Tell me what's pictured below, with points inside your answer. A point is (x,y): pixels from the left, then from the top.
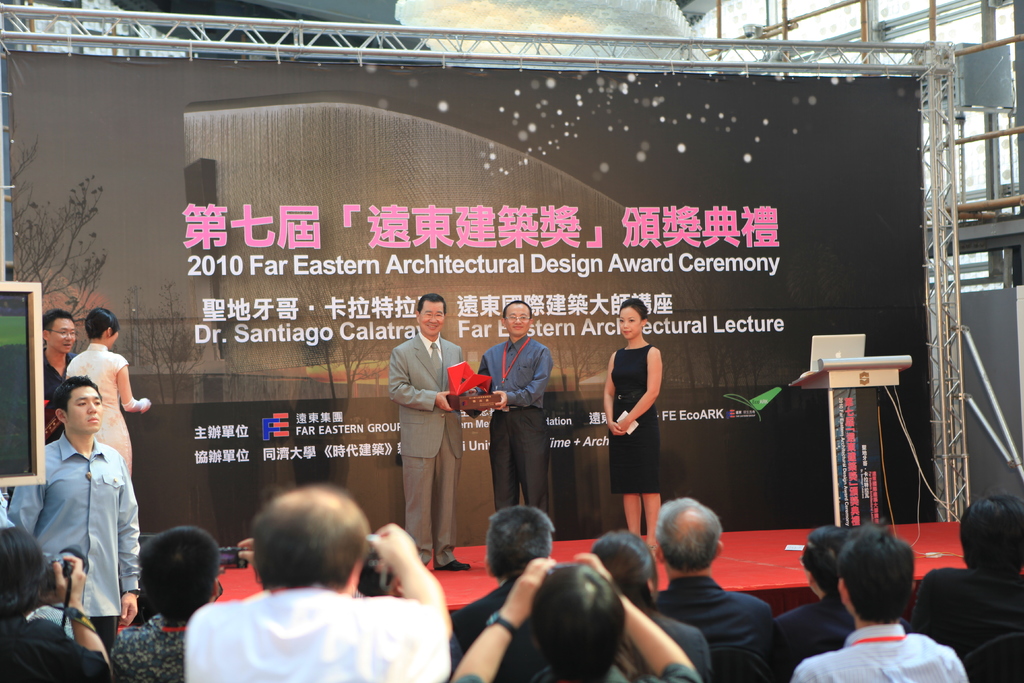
In this image I can see number of people (897,679) in the front (172,549) and in the background (633,489). I can also see a black colour board (238,312) in the background (708,441) and on it I can see something is written. On the right side of this image (883,380) I can see a podium (817,373) and on it I can see a laptop (817,353). I can also see a board (28,318) on the left side of this image (15,397).
